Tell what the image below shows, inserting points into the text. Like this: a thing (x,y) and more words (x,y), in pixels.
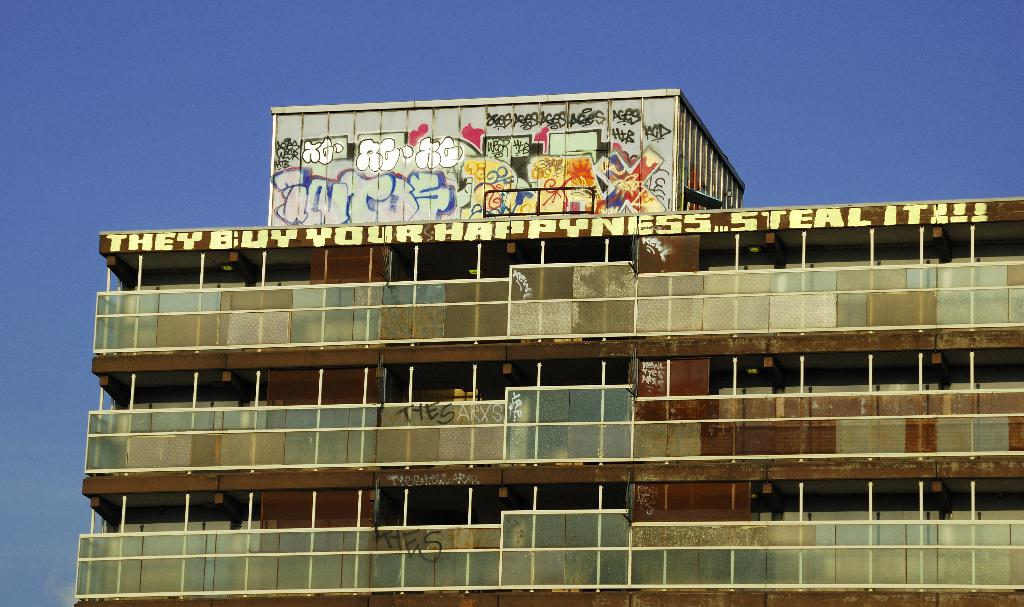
In the center of the image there is a building (627,134). At the top of the image (814,74) there is sky (783,74).
